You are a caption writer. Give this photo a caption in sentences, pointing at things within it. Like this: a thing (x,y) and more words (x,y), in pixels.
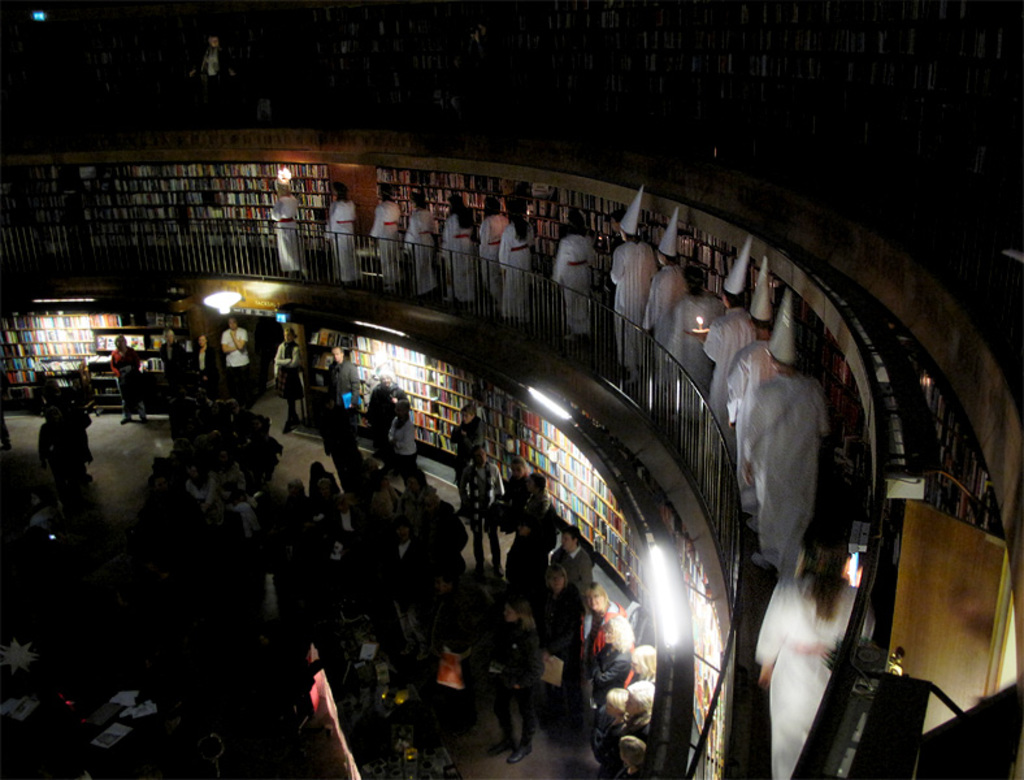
In this picture we can see people (734,391) wearing white dresses (802,467) and standing in the balcony (609,378). Few wore caps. At the bottom (605,525) we can see people (172,517) and colorful walls (570,445). We can also see lights (659,598).
